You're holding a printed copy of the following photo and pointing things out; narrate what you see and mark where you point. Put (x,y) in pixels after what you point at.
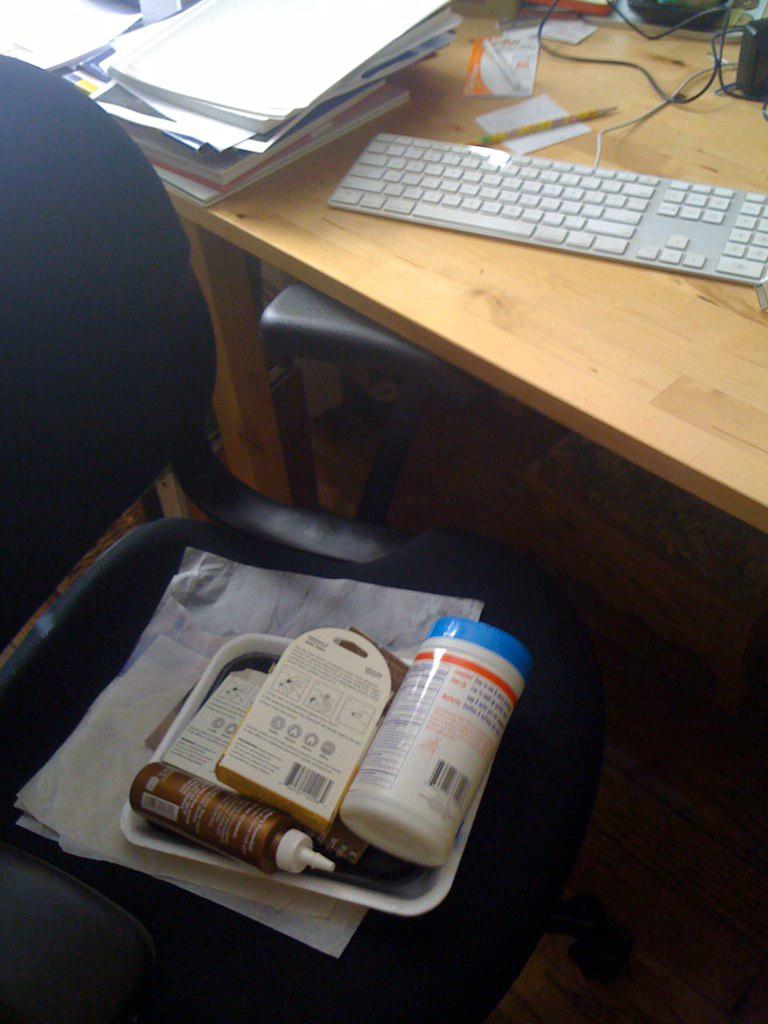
In this image, There is a table (484,360) which is in yellow color on that table (748,438) there is a keyboard (584,212) which is in white color, There are some books (256,166) kept on the table (277,195), In the left side (59,359) there is a chair (136,329) which is in black color on that chair (55,338) there are some objects (385,771) kept.
